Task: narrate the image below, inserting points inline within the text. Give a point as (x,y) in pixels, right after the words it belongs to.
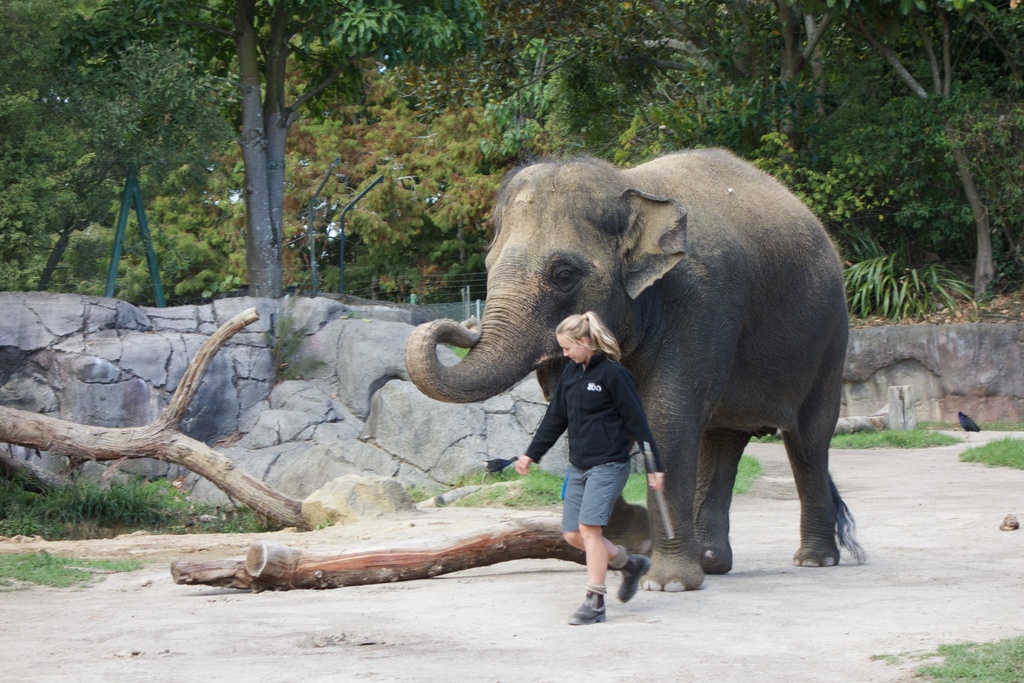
In this picture I can see there is a elephant (538,233) here and there is a trunk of a tree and a woman (646,431) walking in front of the elephant (623,500) and in the backdrop (989,255) I can see there are trees (215,277).
